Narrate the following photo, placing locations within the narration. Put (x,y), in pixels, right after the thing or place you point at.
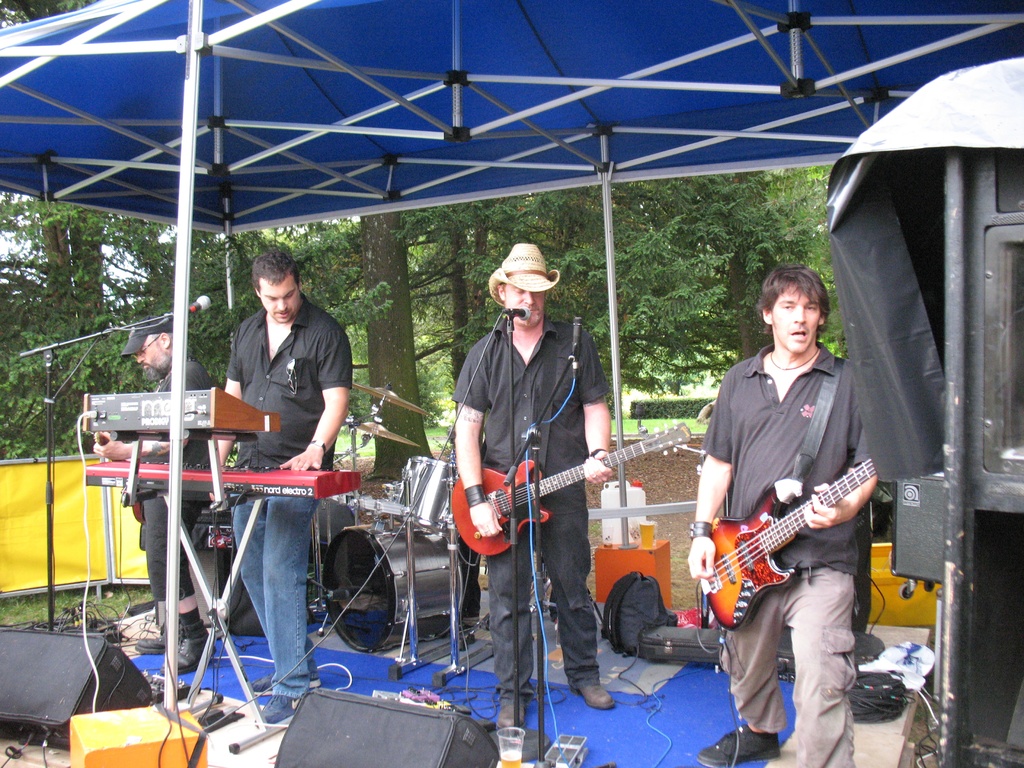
In this picture, There are some people (599,368) standing and they are holding some music instruments (509,497) and there are some microphone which are in black color and in the top (395,71) there is a blue color shed (500,75) and there are green color trees (433,237).
